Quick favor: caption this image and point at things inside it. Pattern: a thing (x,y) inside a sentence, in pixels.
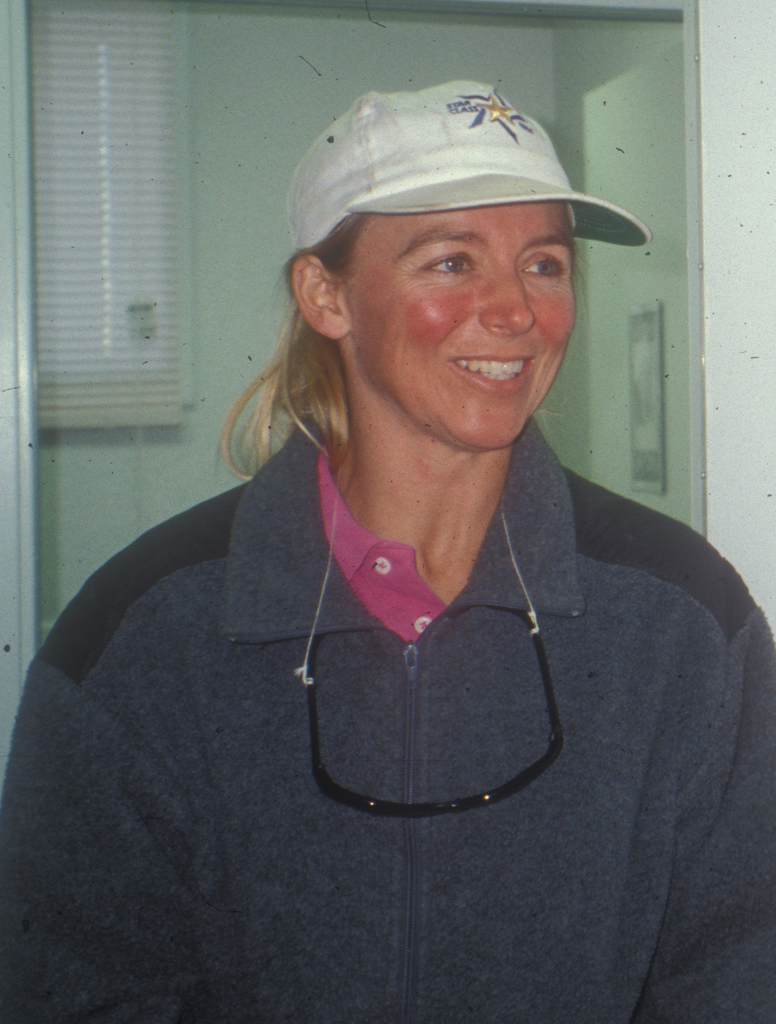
In this picture there is a lady (770,775) in the center of the image (269,440) and she is wearing a cap (417,195).
